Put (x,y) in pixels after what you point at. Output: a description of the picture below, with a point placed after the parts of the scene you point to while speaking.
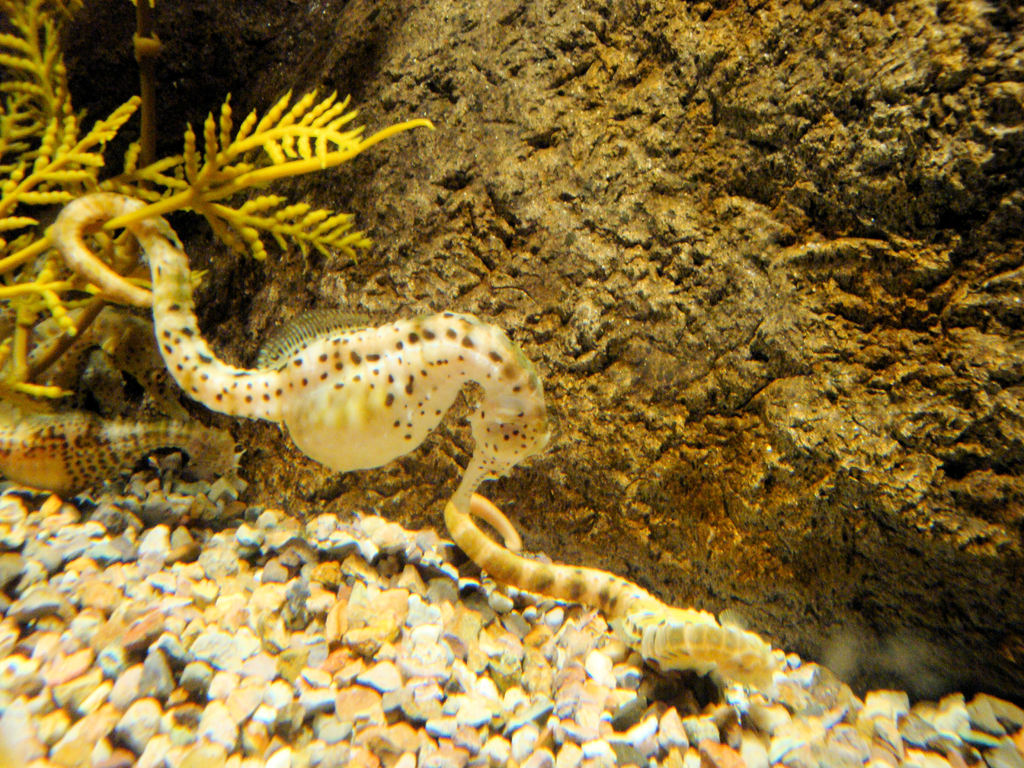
This is the picture of a under water (120,148) in which there is a seahorse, plant (134,179), gravel (307,617) and a rock (846,295) to the side.
